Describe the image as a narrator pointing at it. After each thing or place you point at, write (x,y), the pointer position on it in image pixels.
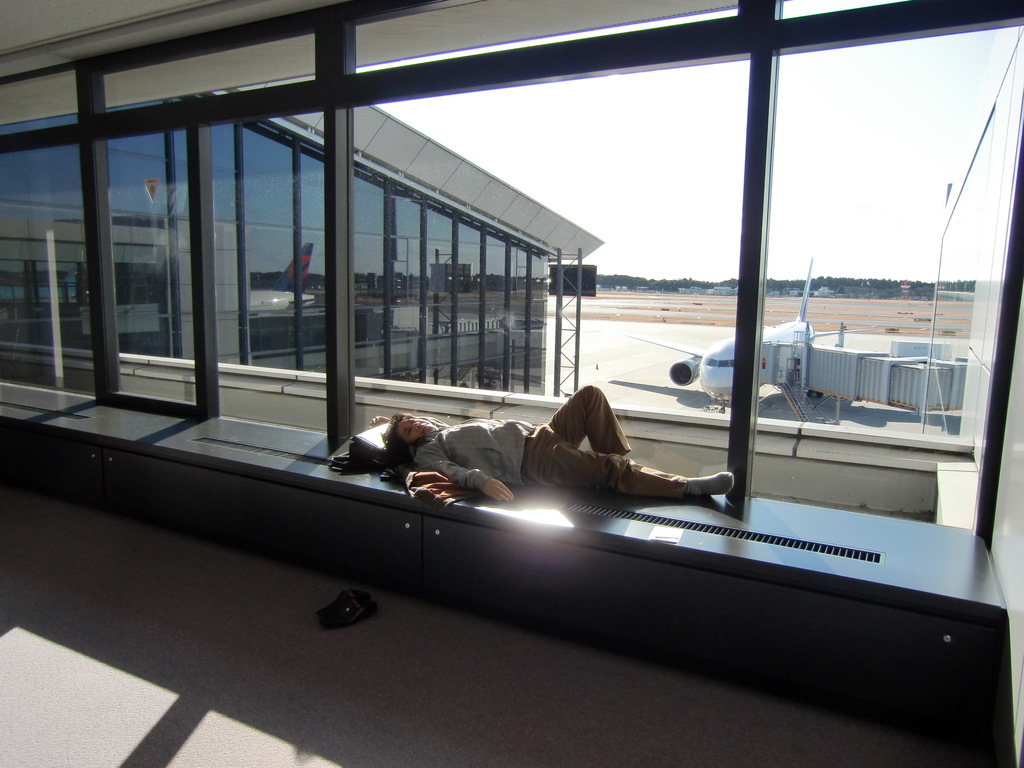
In the image I can see a person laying on the ledge (438,525) and beside there is a room (424,349) and also I can see a plane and some trees (884,292) and plants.
